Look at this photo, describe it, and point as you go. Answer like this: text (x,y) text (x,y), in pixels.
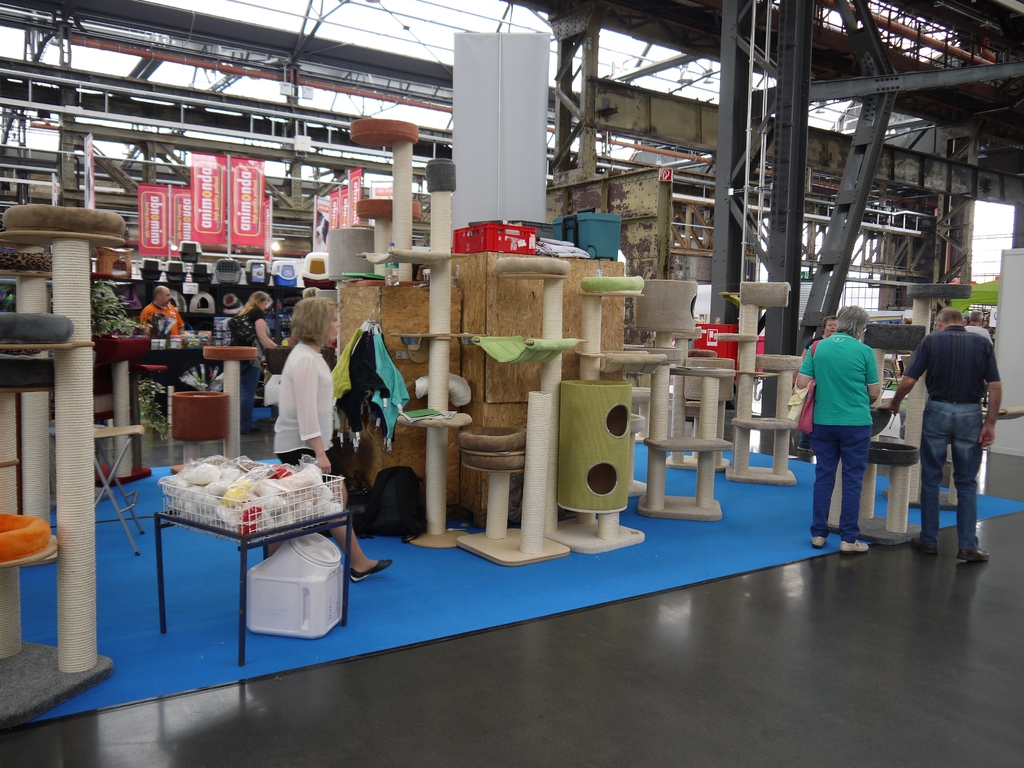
There are few people (180,322) standing. This looks like a shop (473,281). These are the objects (437,231), which are placed on the floor (583,638). I can see the banners (224,197) hanging to the roof (281,158). These are the iron pillars (739,130).
